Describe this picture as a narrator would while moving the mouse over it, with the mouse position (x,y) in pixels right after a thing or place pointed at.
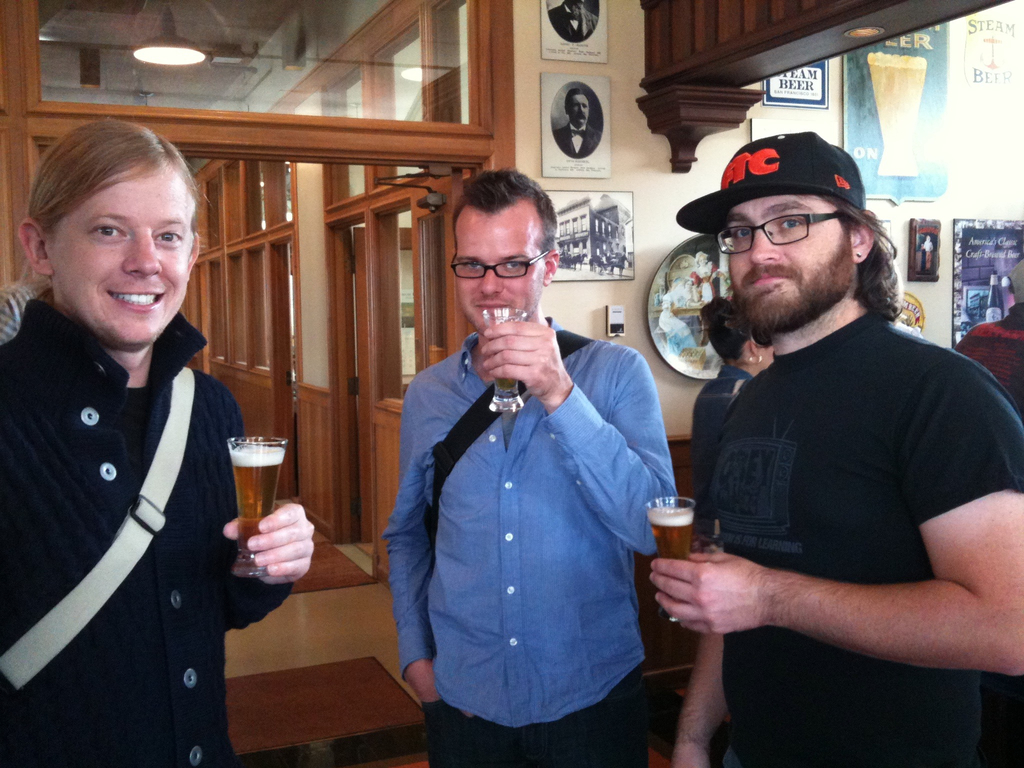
These 3 persons (544,426) are standing and holding a glasses (282,446). On wall (613,159) there are different type of pictures (593,161) and posters (916,102). This man (830,487) wore black t-shirt (862,676) and spectacles (777,227).
